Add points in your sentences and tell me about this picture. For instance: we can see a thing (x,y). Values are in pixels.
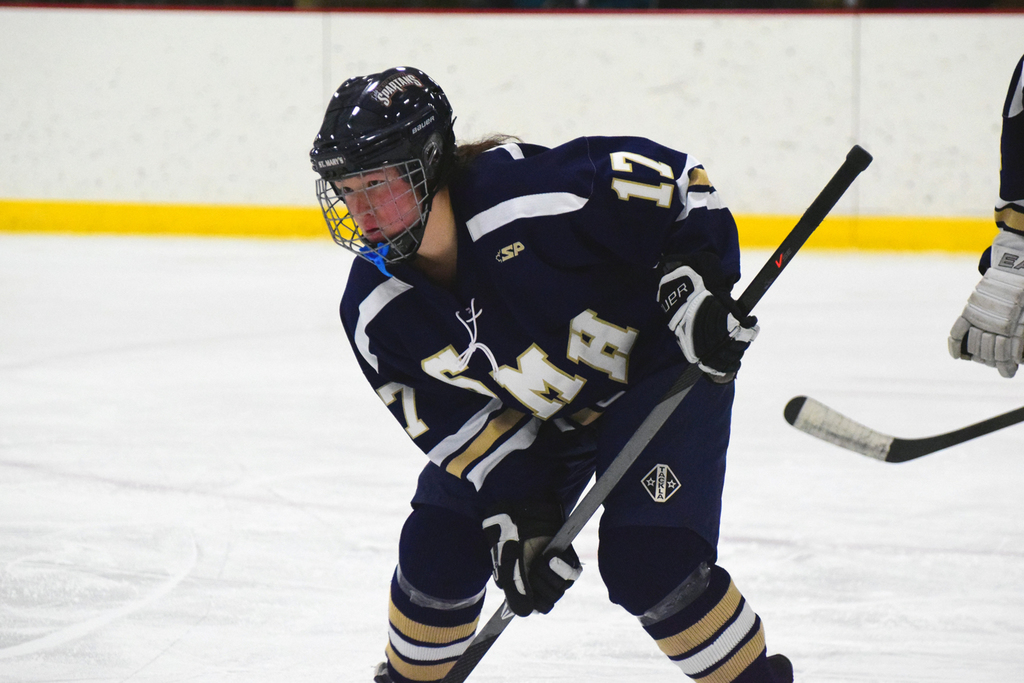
In this picture we can see a man (376,341) wore a helmet (434,104), gloves (695,314) and holding a stick (507,612) with his hand (530,594) and in the background (1012,127) we can see a person (1005,152).
